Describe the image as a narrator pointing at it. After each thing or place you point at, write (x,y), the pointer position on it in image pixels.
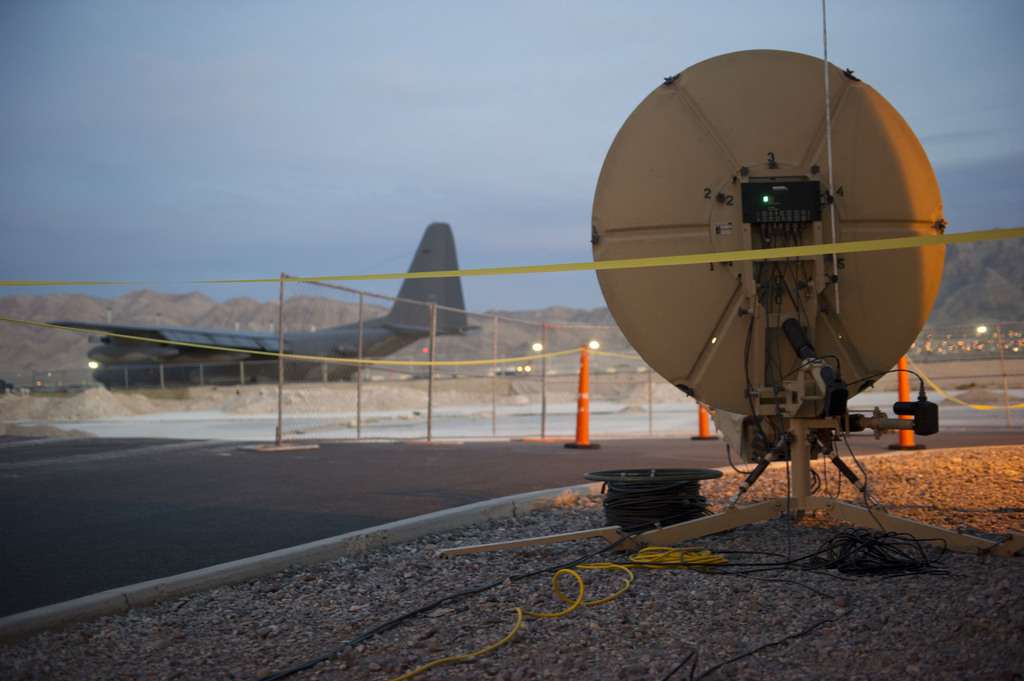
In the left side (340,352) there is an aeroplane (451,254) which is in grey color, here it is a road (258,485). At the top (467,99) it's a sky (436,80).
